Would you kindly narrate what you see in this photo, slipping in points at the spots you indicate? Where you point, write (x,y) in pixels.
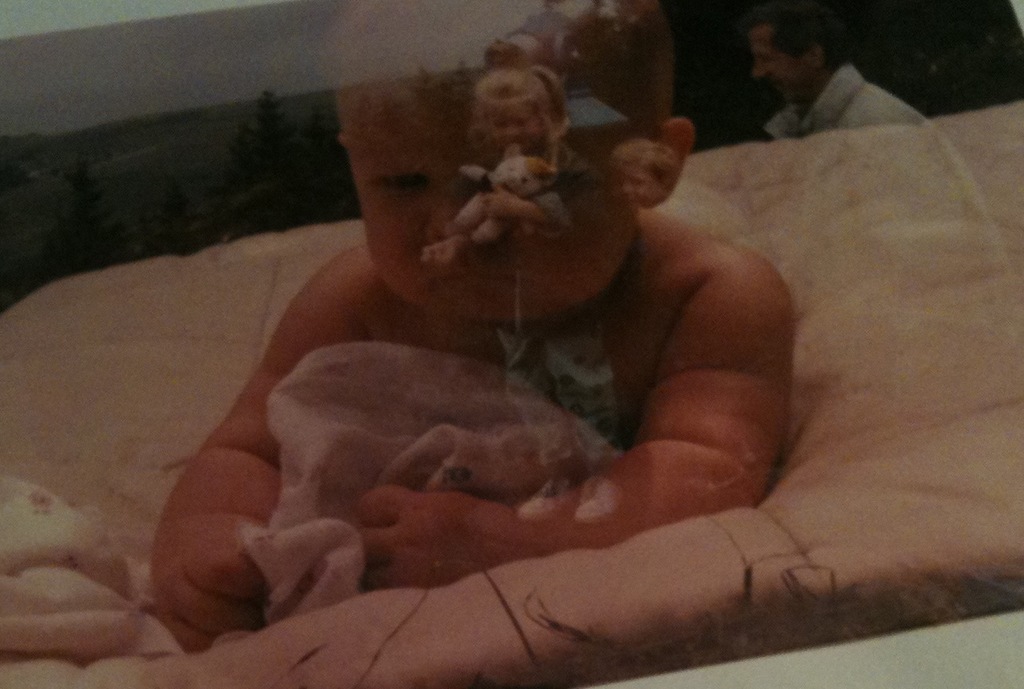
In this picture, we see the glass (443,191) from which we can see the baby (408,298) is lying on the bed (936,444). We see the girl (534,115) is standing. On the right side (767,60), we see the man (858,119) is standing and he is smiling. There are trees (314,172) and hills (126,202) in the background (229,164).
